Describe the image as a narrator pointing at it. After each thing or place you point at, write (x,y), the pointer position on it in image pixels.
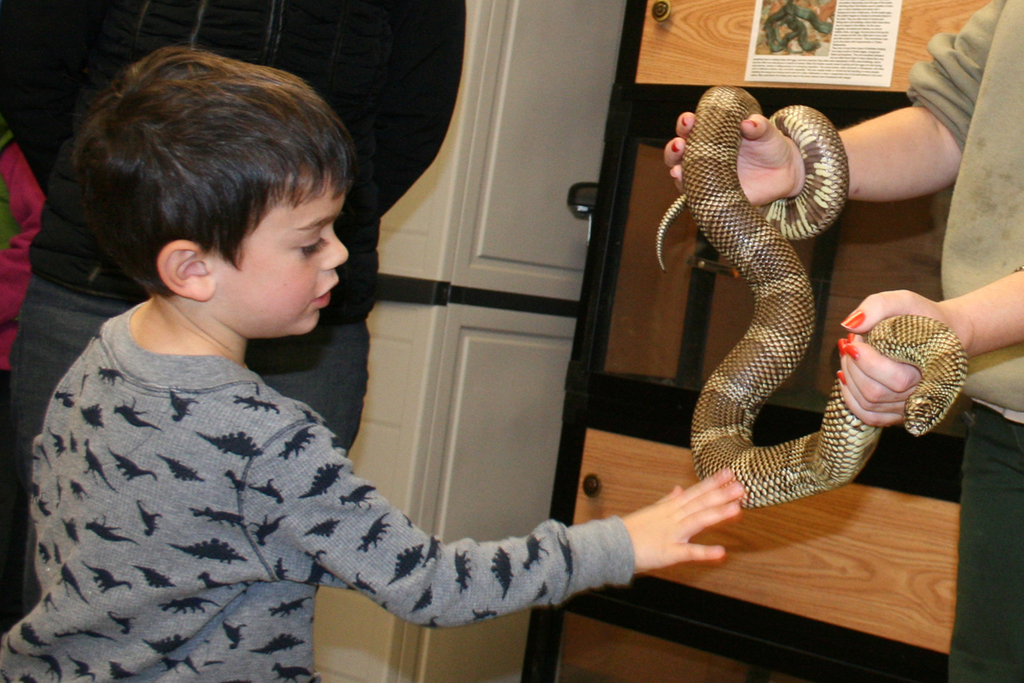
The image is inside the room (909,226). In the image we can see people (343,394), on left side (222,452) there is a boy (406,558) touching a snake (807,455) and we can also see other person (951,116) holding a snake (729,247) on their two hands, background (399,127) there is a person (378,111) standing wall (482,73) which is in white color.
